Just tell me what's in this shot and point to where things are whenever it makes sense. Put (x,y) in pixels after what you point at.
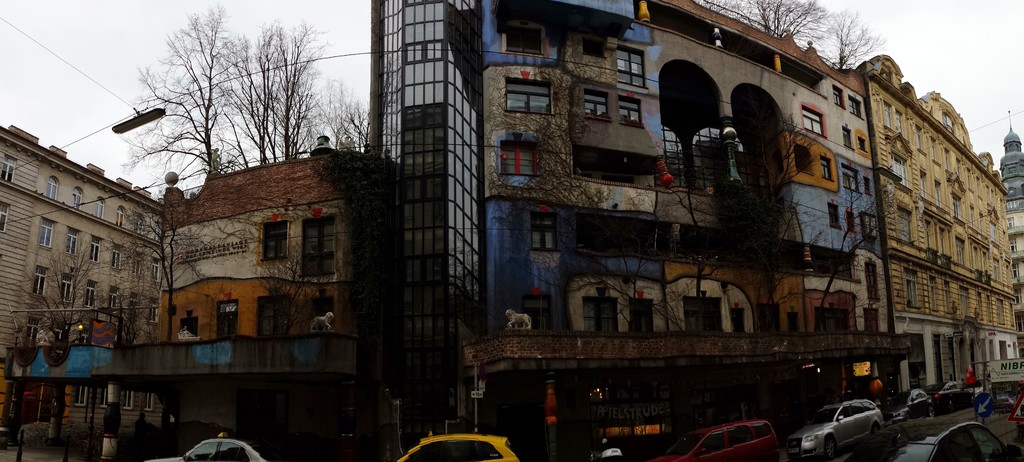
Here there are buildings (462,265) with the windows (473,240), here there are trees (294,286), this is sky (228,108), here there are cars (855,432) on the road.
